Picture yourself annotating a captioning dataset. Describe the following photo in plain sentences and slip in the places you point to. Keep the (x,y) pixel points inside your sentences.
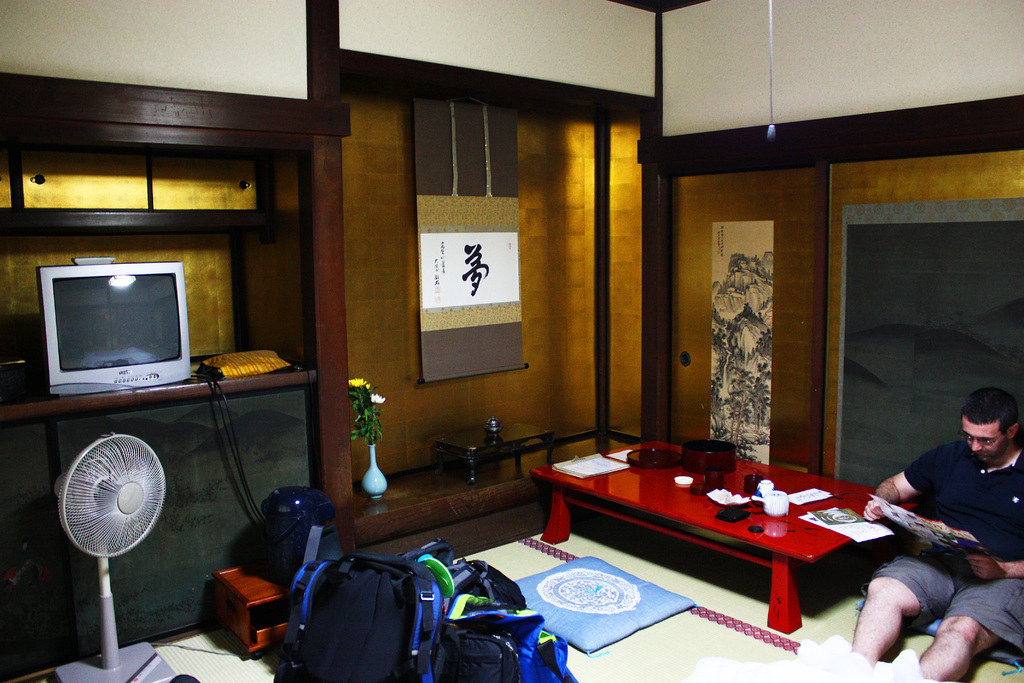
In this picture I can see an inside view of a room (585,551). Here I can see a person (982,578) is sitting and holding an object (963,543). On the left side (103,318) I can see a TV (137,355) on a table (202,390), table fan (111,520) and bags (532,663). On the right side (748,501) I can see a red color table (758,473) which has some objects (702,483) on it. In the background (737,61) I can see a wall (344,216) and a board (487,286) which has something written on it. Here I can see a flower pot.
